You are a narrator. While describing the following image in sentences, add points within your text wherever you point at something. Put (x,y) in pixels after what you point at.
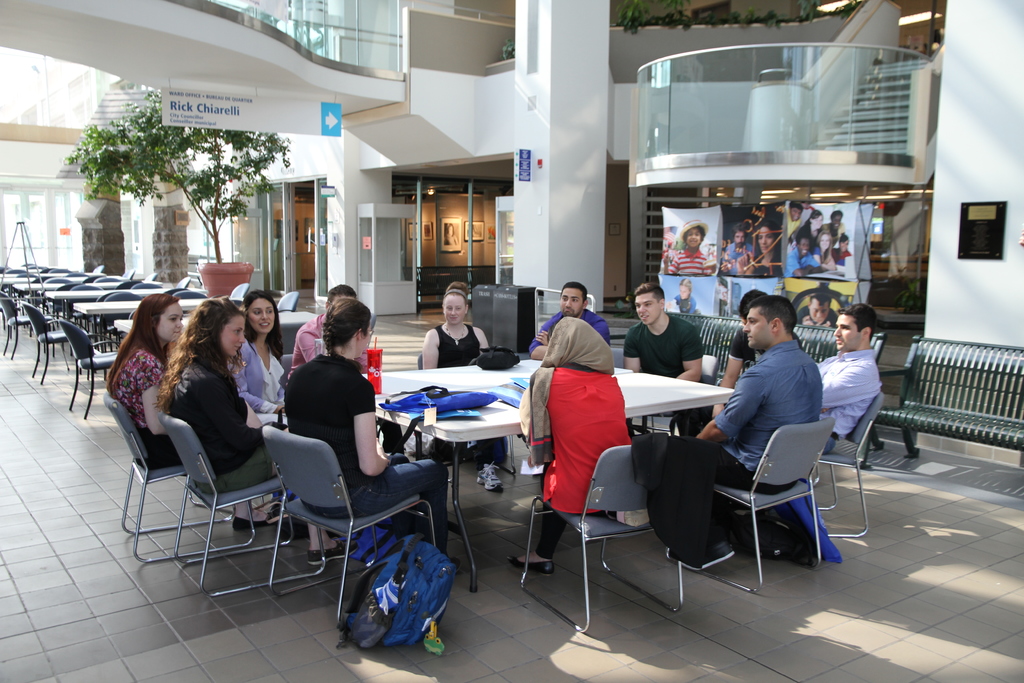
In an organisation there are many chairs (110,293) and tables (93,293) placed in the hall (60,610) and around one of the table (385,391) a group of people (223,348) are sitting and discussing, behind them there are steps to the upper level (349,43) and around people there are different rooms (411,235) and posters (674,249) and in the background (183,159) there is a tree (163,160).
